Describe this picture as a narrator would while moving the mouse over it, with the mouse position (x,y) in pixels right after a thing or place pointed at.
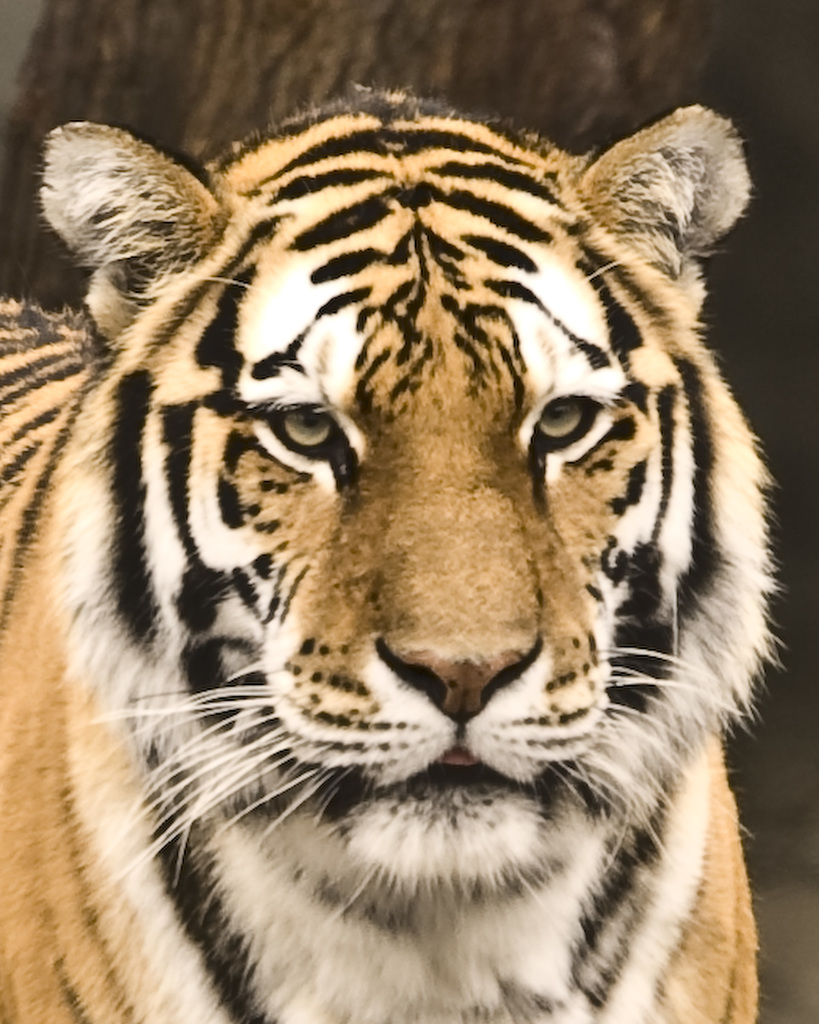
There is a zoom in picture of a tiger (318,788) is present in the middle of this image (460,454).
